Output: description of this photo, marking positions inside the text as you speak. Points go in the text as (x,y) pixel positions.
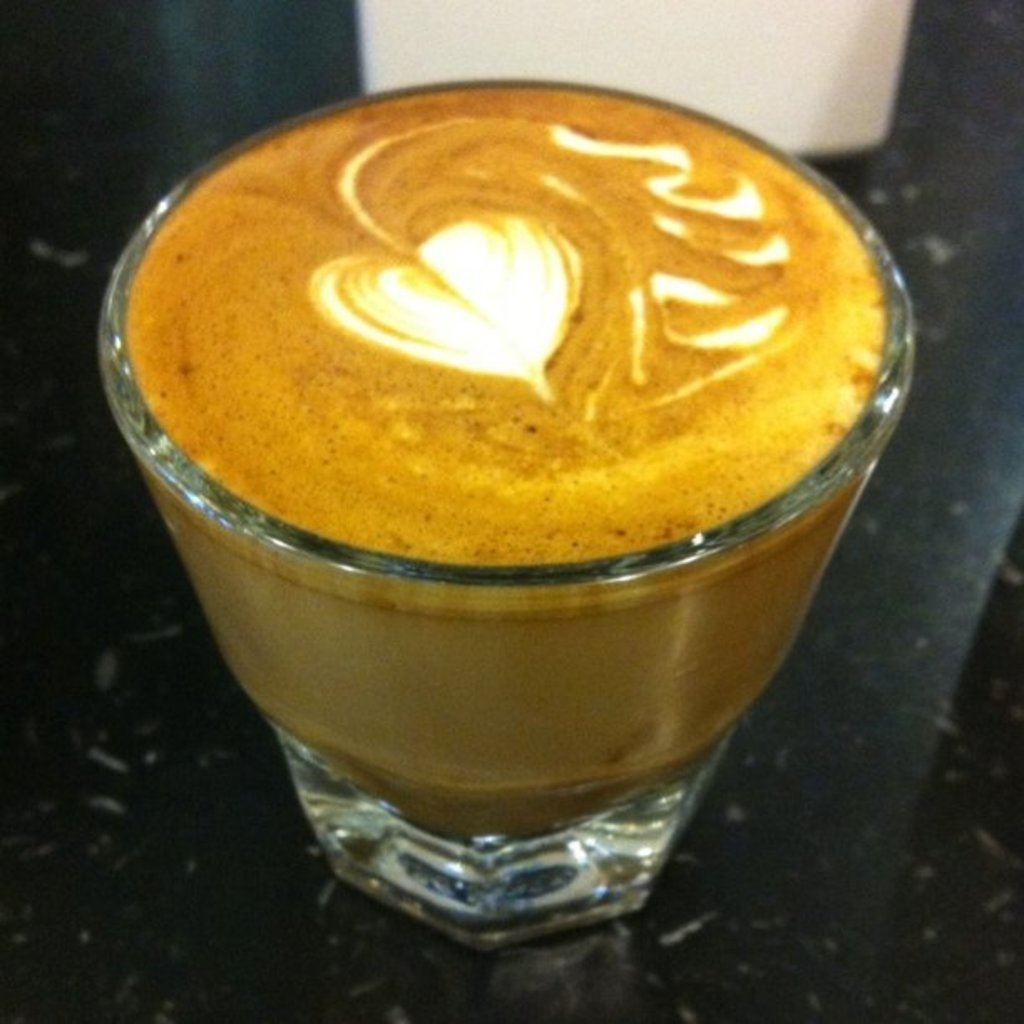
In the image we can see there is a coffee (627,502) in the glass (456,359) and heart shape (511,323) is made with cream (550,331).
